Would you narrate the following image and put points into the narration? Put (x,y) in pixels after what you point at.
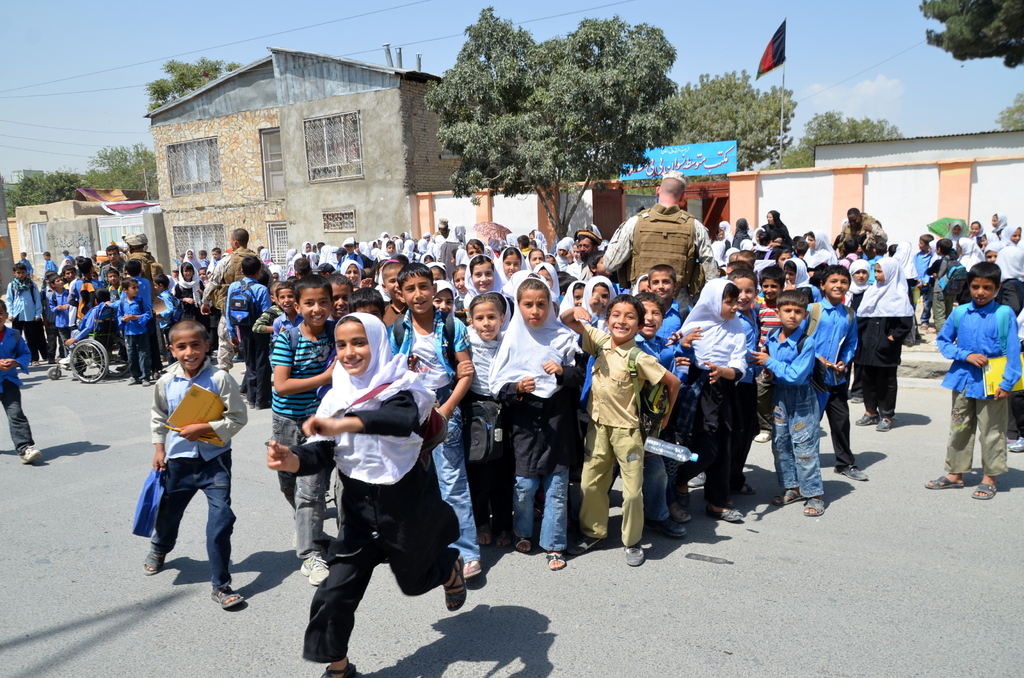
There is a group of person (527,346) standing on the road (850,507) as we can see at the bottom of this image (847,507). There is a house (375,179) and a wall (511,224) is in the middle of this image (572,226). There are some trees (681,104) in the background (487,87). There is a flag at the top right side of this image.
